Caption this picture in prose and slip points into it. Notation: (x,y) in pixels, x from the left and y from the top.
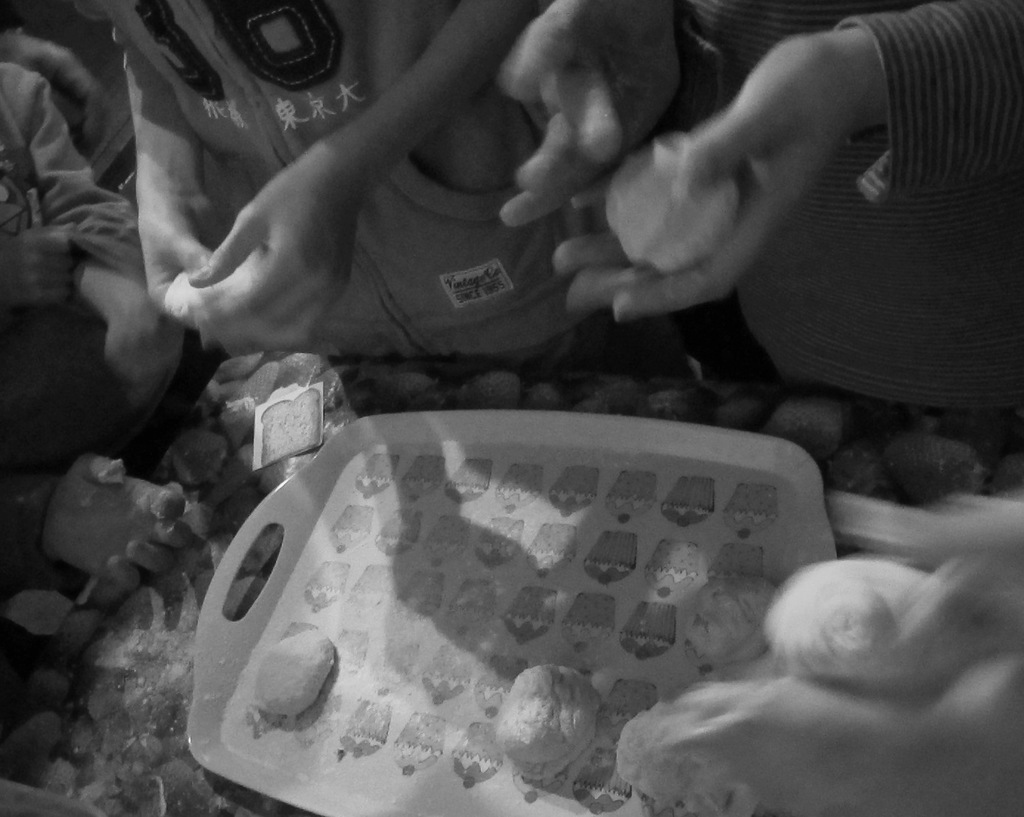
In this picture I can observe some food (291,689) placed in the tray (477,563). There are some people (881,339) around the table (892,427). The tray (404,589) is placed on the table (140,692). This is a black and white image.
